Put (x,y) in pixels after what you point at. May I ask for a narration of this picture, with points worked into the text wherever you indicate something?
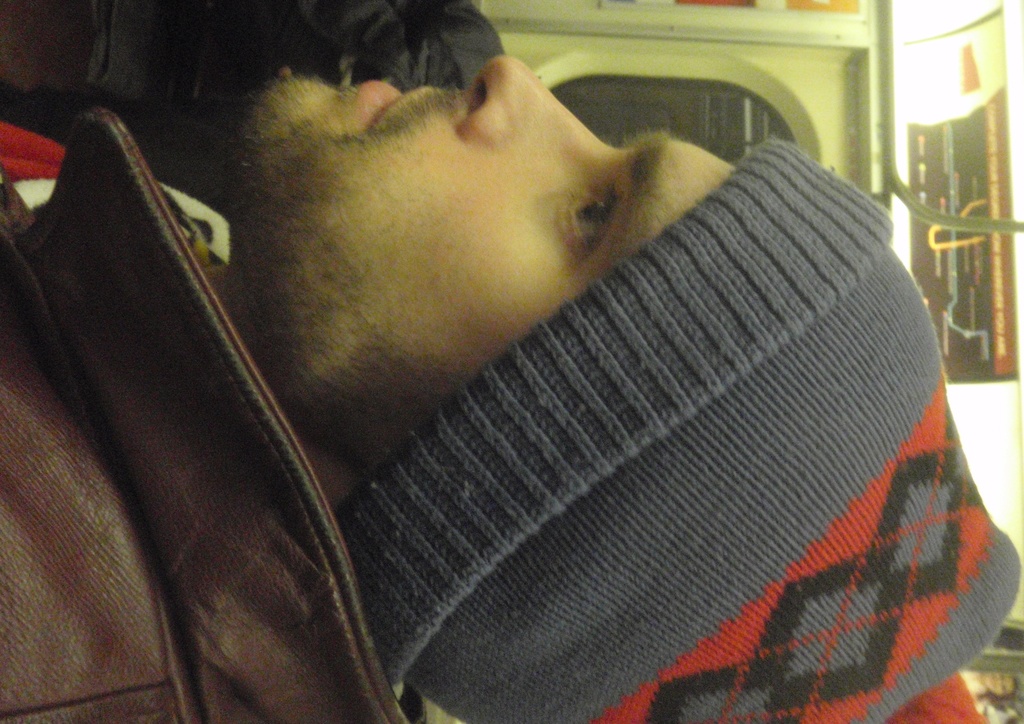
In this image there is a man (164,348) in the middle (400,394) who is wearing the cap (645,450) and a jacket (163,565). He may be inside the vehicle (772,69). In the background (725,77) there is a window (723,110). On the right side (884,159) there is a rod (912,199).
